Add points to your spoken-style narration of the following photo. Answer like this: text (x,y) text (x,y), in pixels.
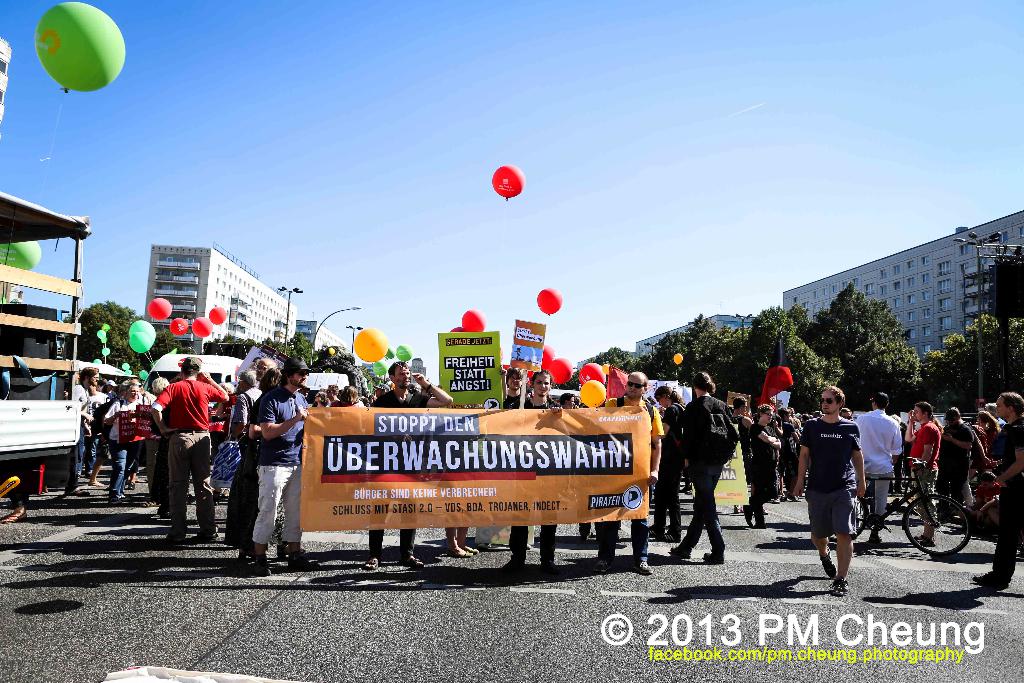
In this image I can see the group of people (103,458) standing on the road (618,592). These people (542,556) are wearing the different color dresses (242,397) and few people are holding the banner (483,497) and boards (448,391). I can see many vehicles (312,383) and colorful balloons (570,370). I can also see many trees (665,361) and buildings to the side of the road (729,510). In the background (429,187) there is a sky (405,139).
